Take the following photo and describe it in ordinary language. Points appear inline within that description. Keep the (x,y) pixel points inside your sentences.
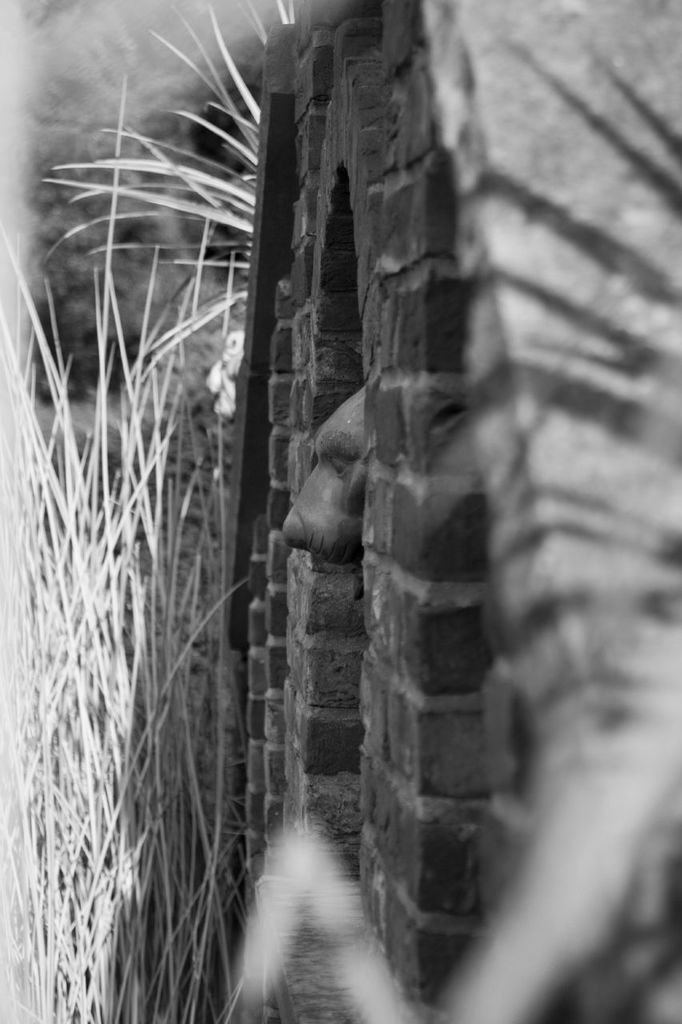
This is black and white image. Where we can see a sculpture (335,513) kept its head (355,511) out from the stone wall (387,513). Here we can see the grass (185,493).
